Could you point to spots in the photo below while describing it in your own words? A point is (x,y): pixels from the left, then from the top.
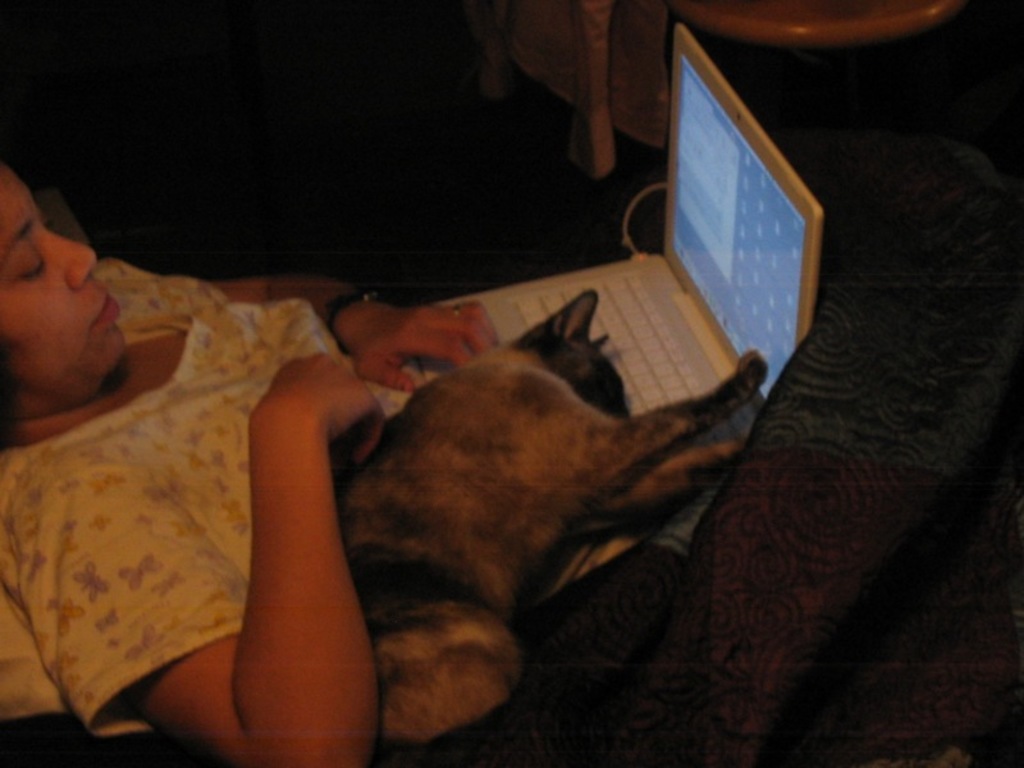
In this image we can see a person (279,473) lying. There are laptop (653,374), cat (645,470) and blanket (801,464) on her.
